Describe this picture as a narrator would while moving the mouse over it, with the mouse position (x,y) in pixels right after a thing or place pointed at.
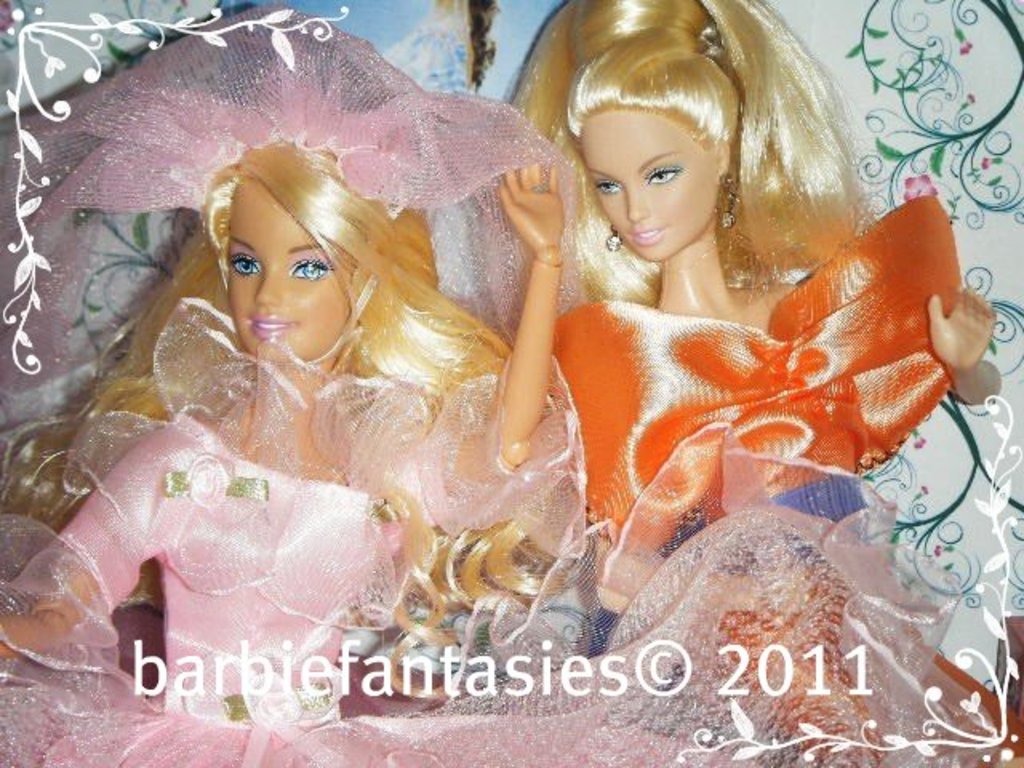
There are two barbie dolls (336,467). One is wearing a pink and other is wearing a orange dress (745,369). In the background (858,117) there is a design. On the top left corner (91,71) and right bottom corner there is a design (927,702). Also there is a watermark (351,660) to the down.
